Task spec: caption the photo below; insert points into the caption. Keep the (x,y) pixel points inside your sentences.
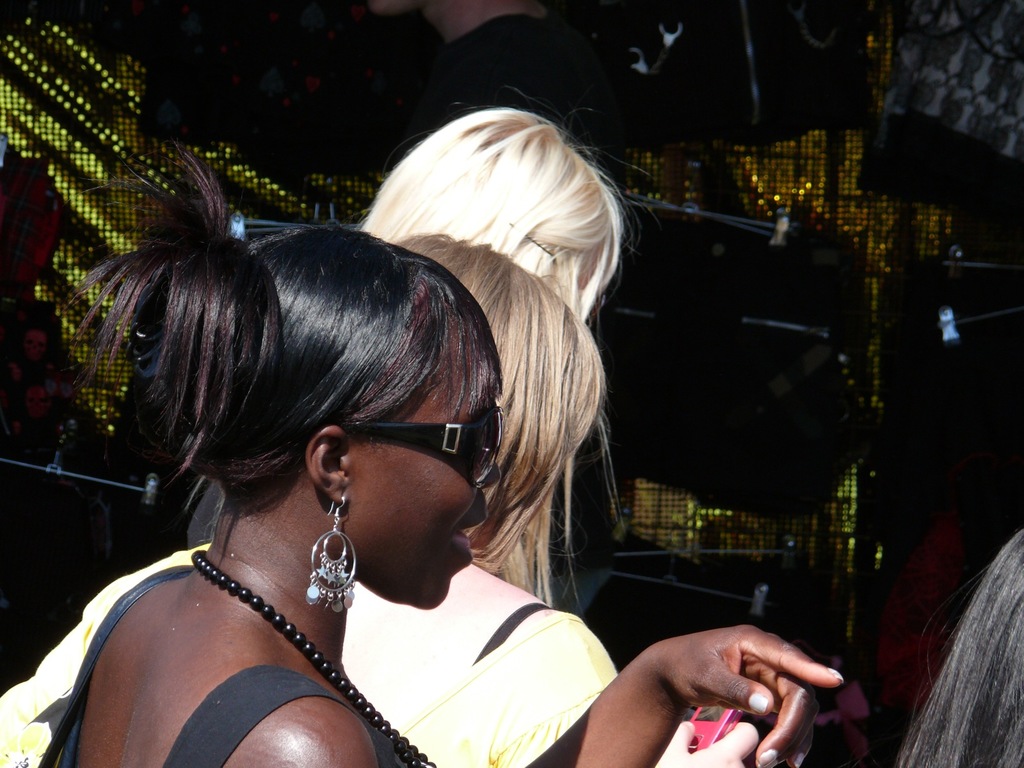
This image is taken outdoors. In the background (853,330) there is a wall (792,163). There are a few metal rods (979,266). There is a person (508,76) and there is a shiny cloth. In the middle of the image (454,457) there are three women (419,602) and a woman (374,629) is holding a mobile phone (704,719) in her hand (679,735). On the right side of the image (927,710) there is a person (927,710). In this image the background (155,98) is little dark.
